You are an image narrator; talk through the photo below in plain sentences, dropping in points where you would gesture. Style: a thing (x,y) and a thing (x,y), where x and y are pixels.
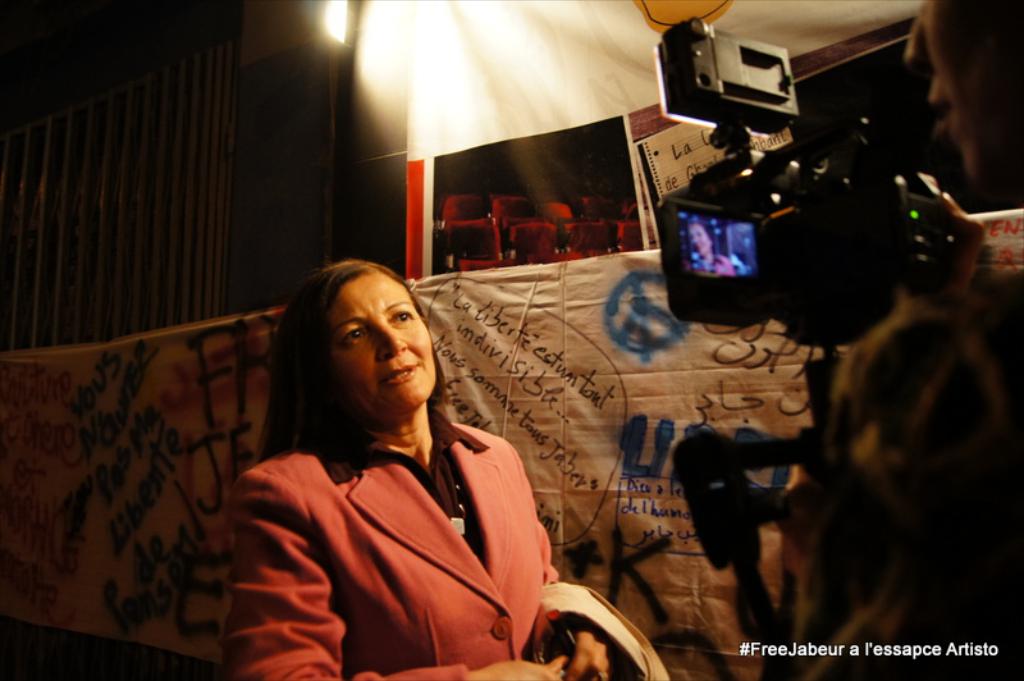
In the picture I can see a woman (389,668) wearing red color jacket (404,575) is standing here, Here we can see a camera (813,337) fixed to the tripod stand (738,519) and a person (923,315) is standing near that. In the background (124,544), I can see a banner (531,354) upon which I can see some text (38,524) is written, I can see some boards (525,164), the wall (95,98) and light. Here I can see the watermark (814,656) at the bottom right side of the image (831,656).
